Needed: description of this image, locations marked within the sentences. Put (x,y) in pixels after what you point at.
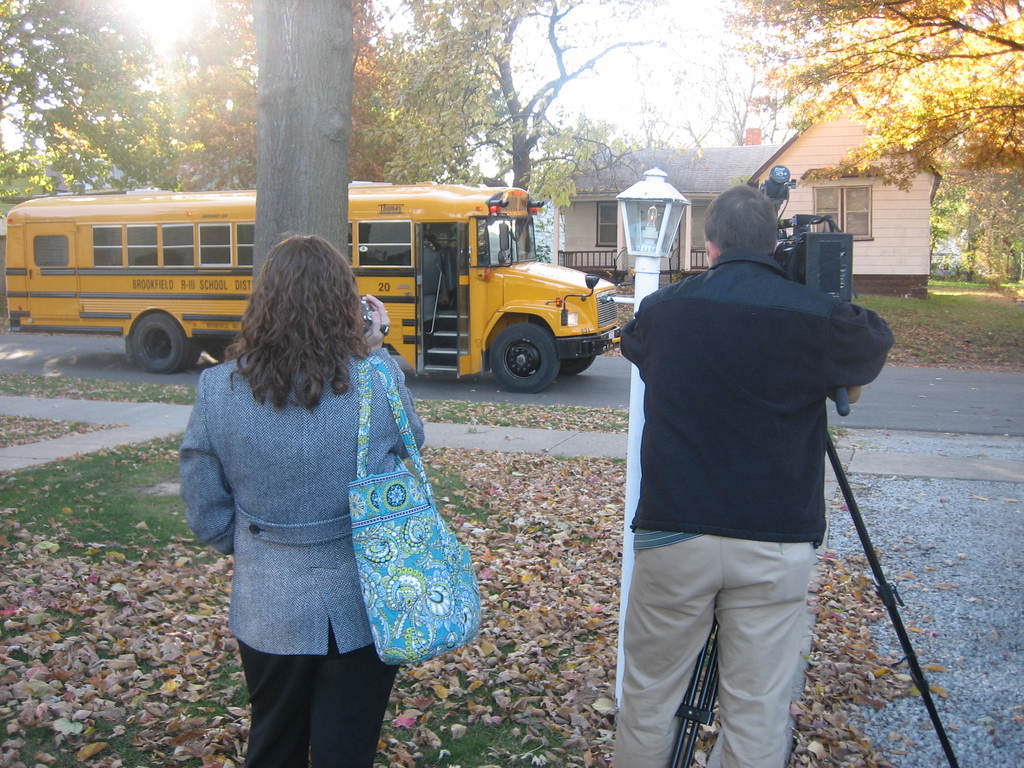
In the picture we can see a grass surface (847,653) on it we can see dried leaves (861,653) and on it we can see a man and a woman (339,706) standing, man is holding camera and capturing something, the camera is on the tripod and woman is also holding a camera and she is wearing hand bag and she is capturing a bus (524,219) in front of her on the road (74,365) and the bus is yellow in color and behind it we can see some trees (19,162) and house (605,194) with railing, windows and door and behind it we can see a sky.
